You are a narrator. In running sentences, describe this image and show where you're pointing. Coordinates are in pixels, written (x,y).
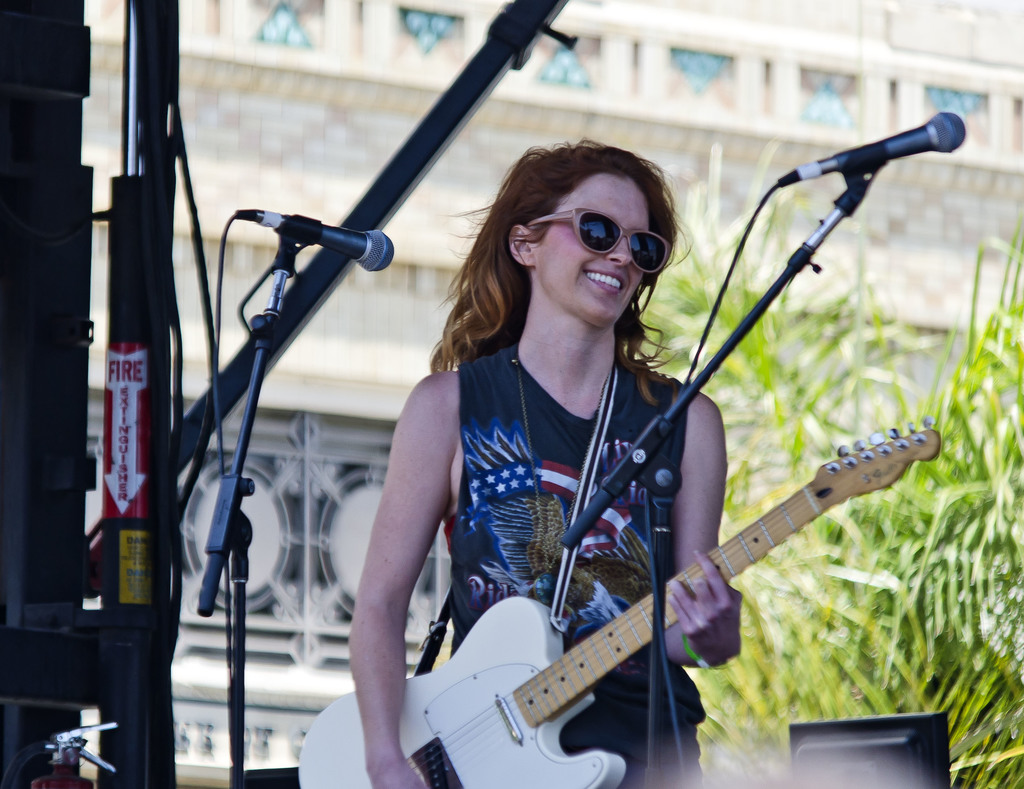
In this picture we can see a woman (527,278) is standing and smiling and holding a guitar (736,552) in her hands (697,590), and in front (658,628) here is the microphone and stand (747,321), and at back (951,460) here is the tree (965,469), and here is the building (478,208).
